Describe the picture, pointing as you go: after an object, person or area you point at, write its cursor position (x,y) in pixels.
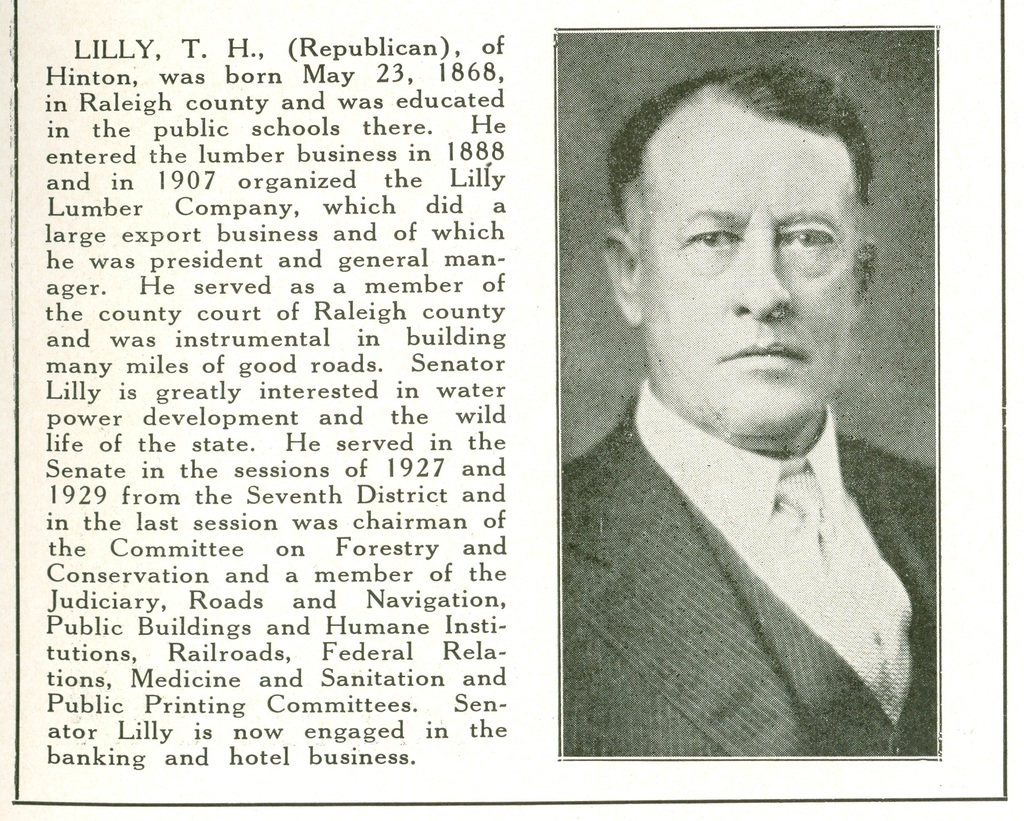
In this picture I can see a paper (133,296). There are words (190,128), numbers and there is an image (619,85) of a person (683,533) on the paper (683,410).
